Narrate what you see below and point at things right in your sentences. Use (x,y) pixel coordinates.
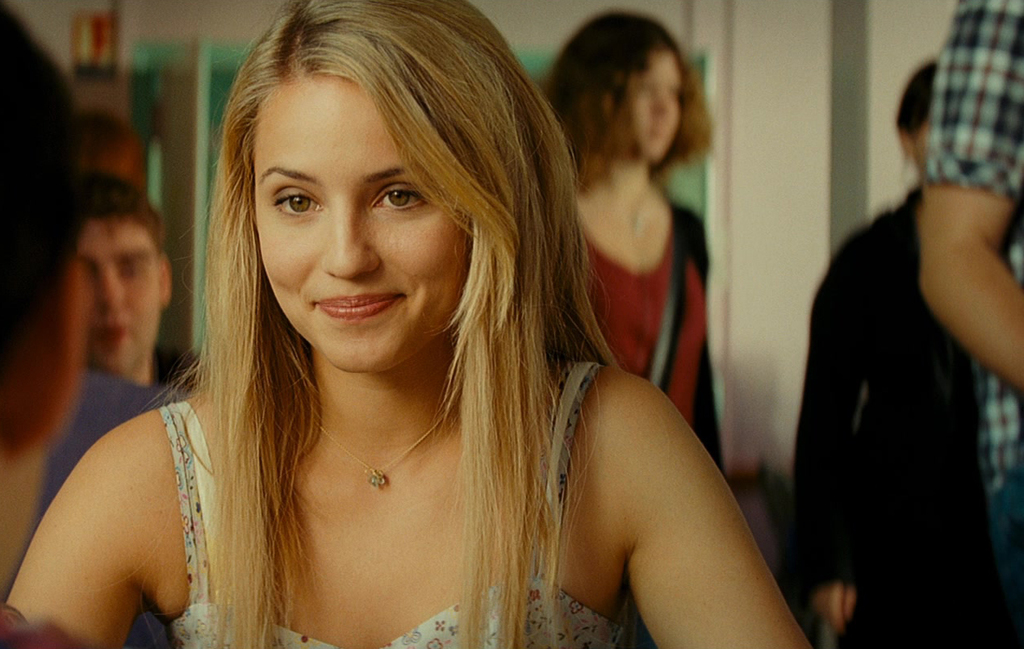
In this image in the foreground (439,189) there is one woman (222,306) who is smiling, and in the background (688,376) there are some persons (935,217). On the left side (78,265) there is one person's head (75,243) is visible, and in the background (175,123) there is wall (760,53) and some objects (196,207).
